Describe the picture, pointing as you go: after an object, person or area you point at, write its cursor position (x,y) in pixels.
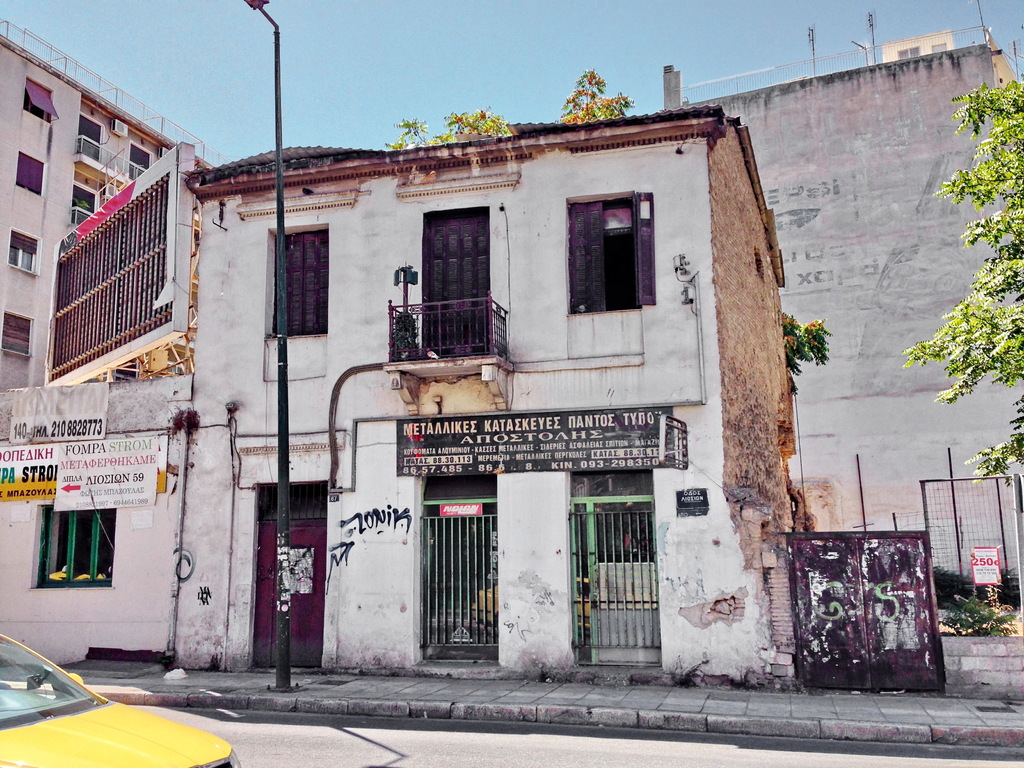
In the center of the image (507,322) there are buildings (507,322) and we can see a pole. In the background (1023,332) there are trees (916,349) and sky (563,85). At the bottom (148,755) there is a car (102,728) on the road (534,767).
